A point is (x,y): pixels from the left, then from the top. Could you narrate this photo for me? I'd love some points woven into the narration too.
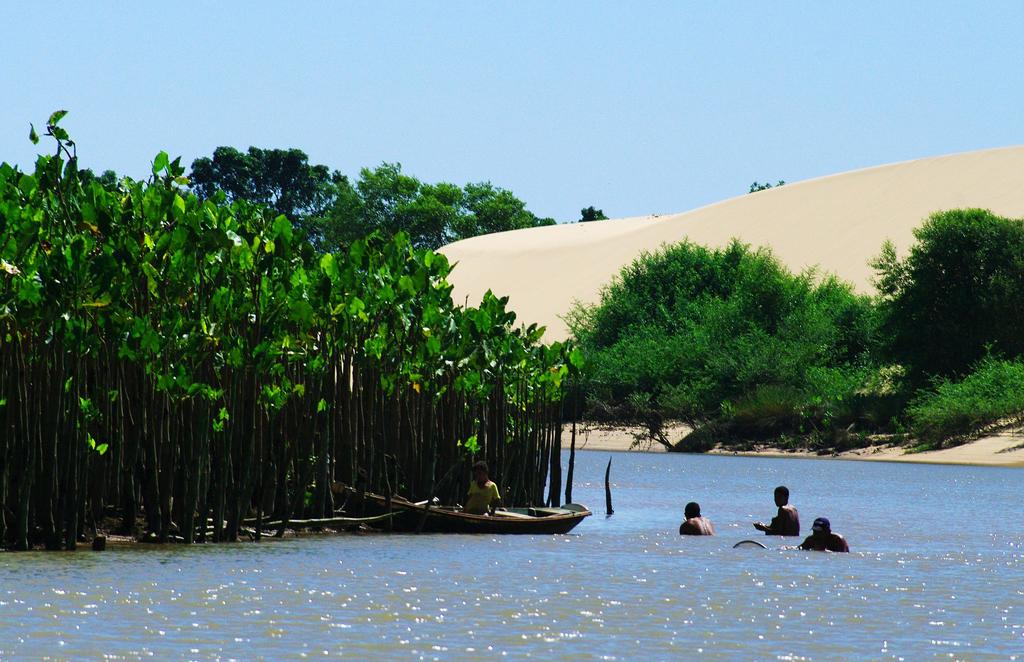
In this image we can see these people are swimming in the water (807,618), we can see plants (465,436), a boat (495,507) floating in the water (527,560), we can see trees (703,376), sand (858,227) and the blue sky (433,97) in the background (530,158).
